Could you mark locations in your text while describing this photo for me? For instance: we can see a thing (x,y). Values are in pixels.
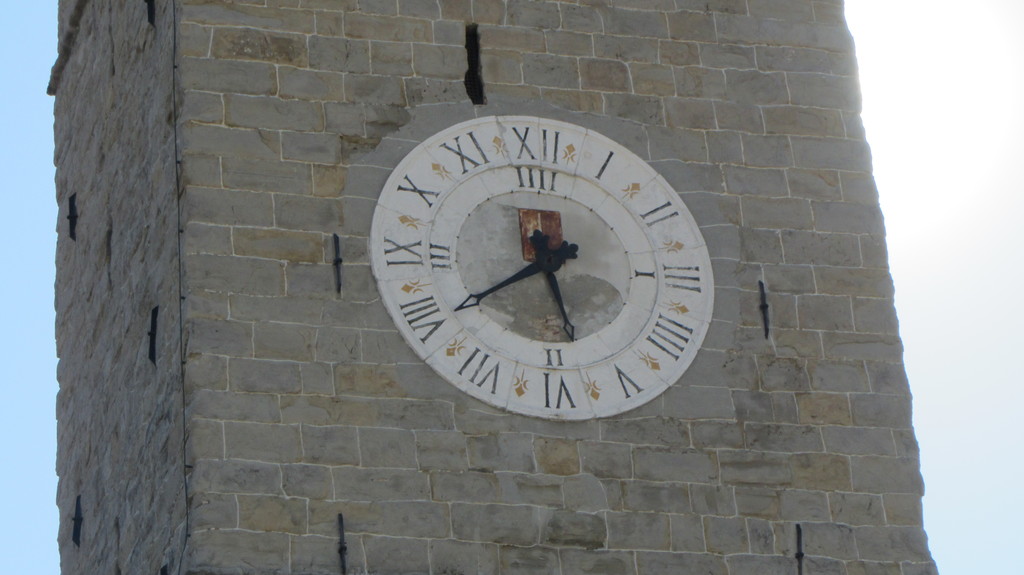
In this image we can see the rock wall (388,126). In the middle (434,340) there is a clock (615,298). There is a sky (988,128).
